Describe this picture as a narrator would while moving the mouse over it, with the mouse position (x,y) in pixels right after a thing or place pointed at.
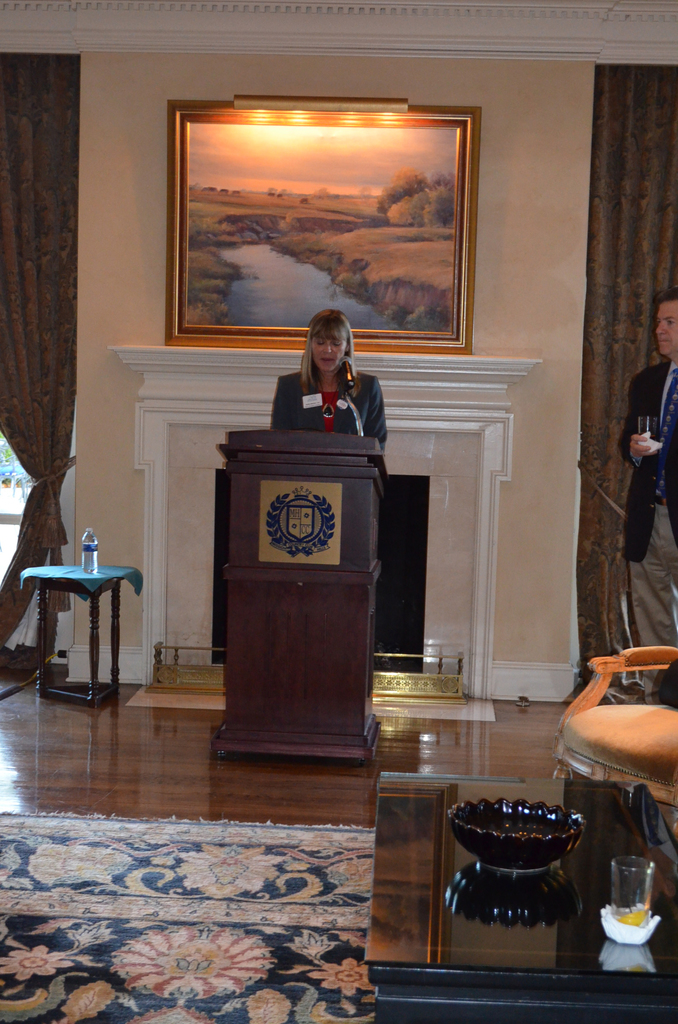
Here we can see a woman (324,334) speaking into microphones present on the speech desk (328,659) in front of her and beside her we can see a table (127,572) and a bottle of water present and behind her we can see a portrait (364,140) present and at the right side (669,568) we can see a person (665,612) standing.
